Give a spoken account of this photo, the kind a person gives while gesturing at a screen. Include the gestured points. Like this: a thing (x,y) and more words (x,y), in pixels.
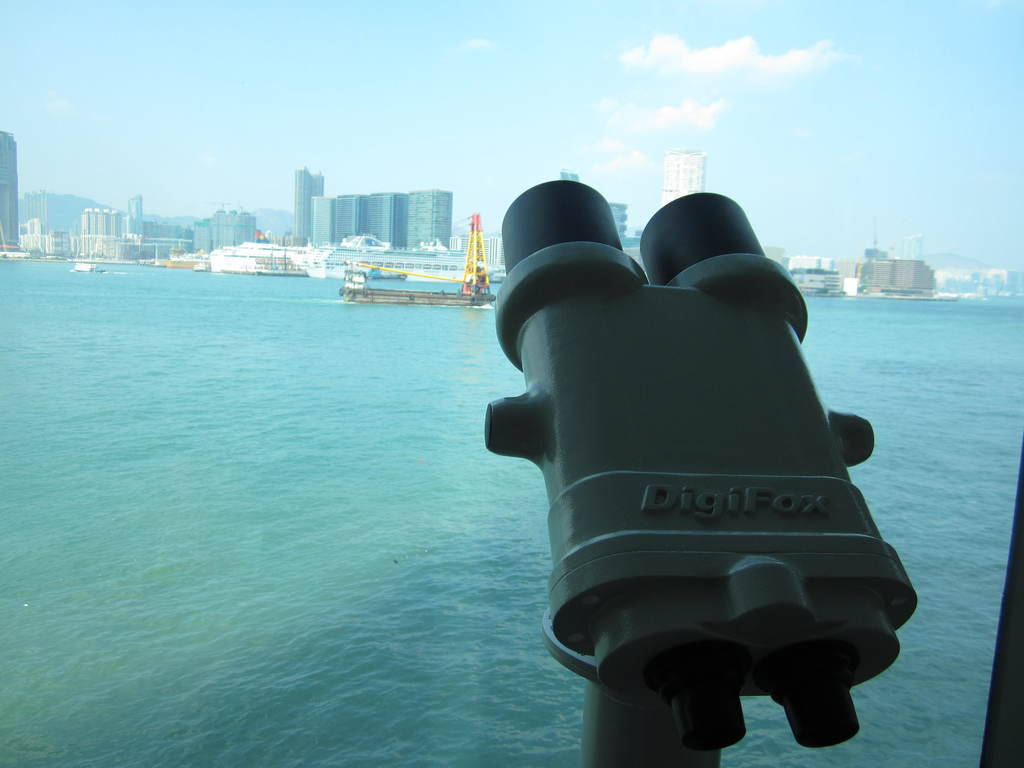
In this image we can see the binoculars (759,536). We can also see some boats (456,298) and a metal frame (462,281) in a water body (477,554). On the backside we can see a group of buildings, the hills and the sky (429,101) which looks cloudy.
